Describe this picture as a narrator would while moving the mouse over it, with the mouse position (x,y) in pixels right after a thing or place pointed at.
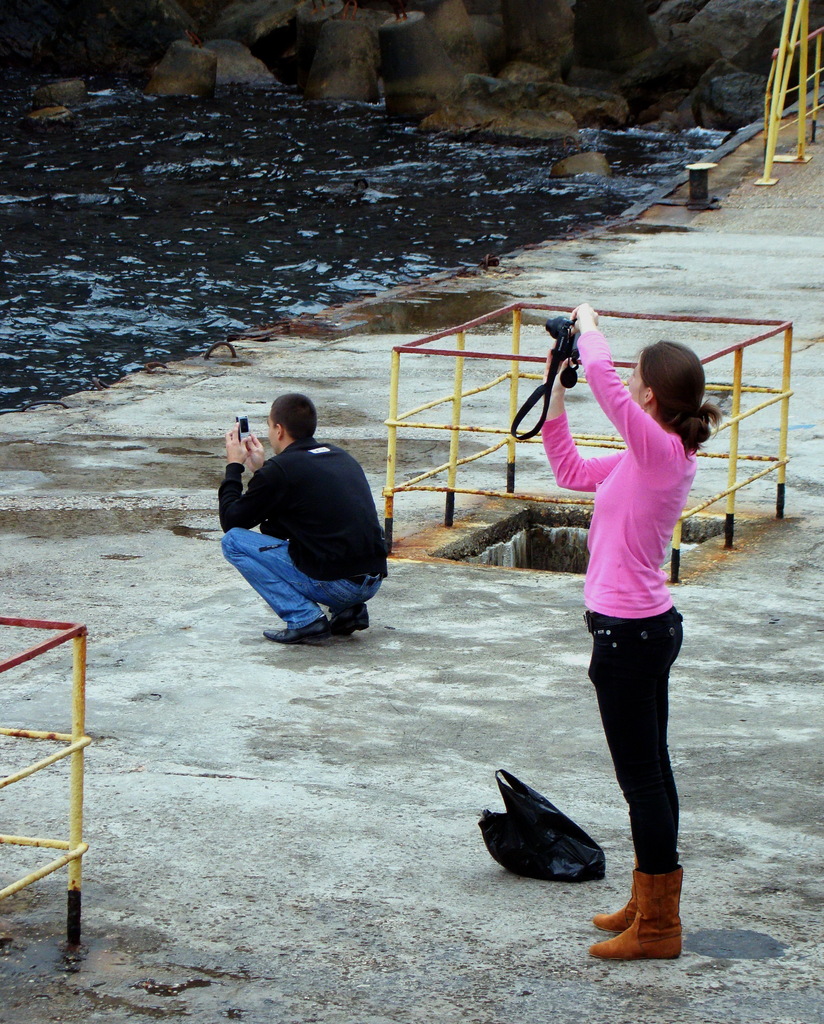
In this image I can see two persons (248,465). The person (590,534) in front (638,523) wearing pink shirt (665,532), black color pant (621,638) and holding a camera (545,330), and the other person (328,466) is wearing black shirt (305,555), blue pant (274,559) and holding some object (246,421). Background (232,145) I can see water (193,155) and few rocks (460,111).
